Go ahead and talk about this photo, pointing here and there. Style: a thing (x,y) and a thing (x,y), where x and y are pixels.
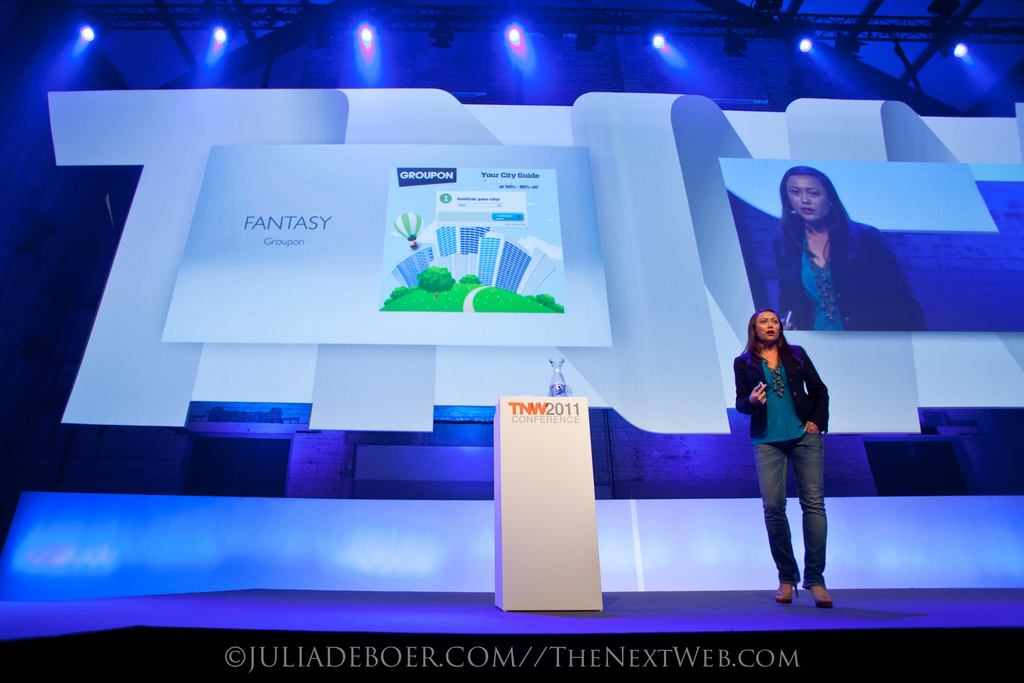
This image consists of a woman (783,499) standing on the dais (820,633) and speaking. In the middle (589,455), there is a podium (496,496). In the background (622,261), we can see a screen (846,267). At the top (628,44), there are lamps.
